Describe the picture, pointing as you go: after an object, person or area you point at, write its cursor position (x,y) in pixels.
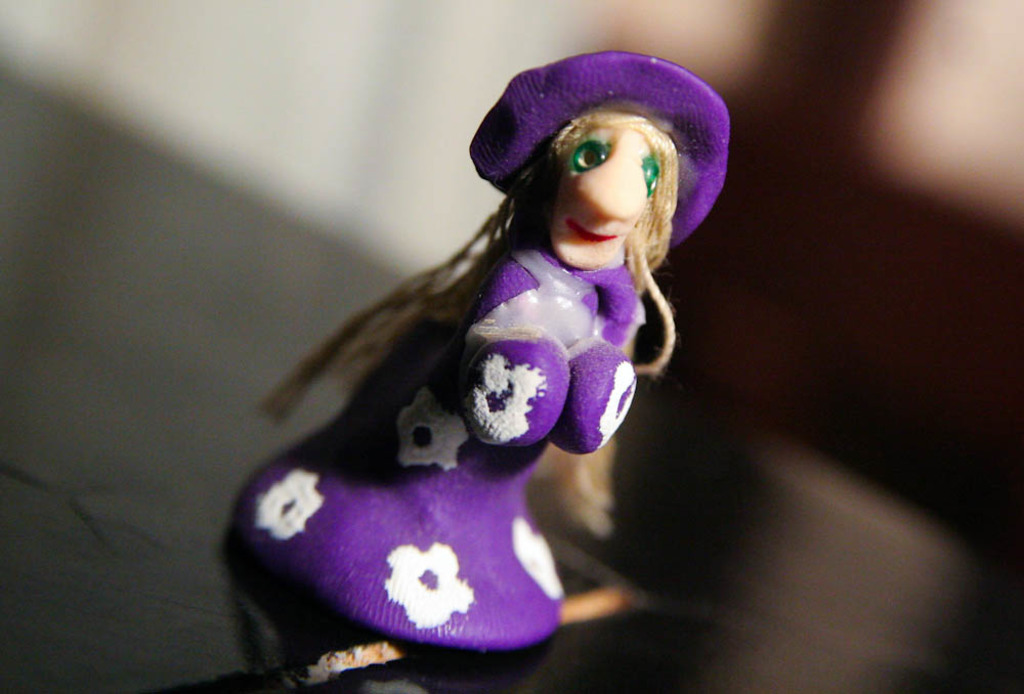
In this image we can see a toy (377,533) which is violet in color. In the background of the image (694,333) is in a blur.
